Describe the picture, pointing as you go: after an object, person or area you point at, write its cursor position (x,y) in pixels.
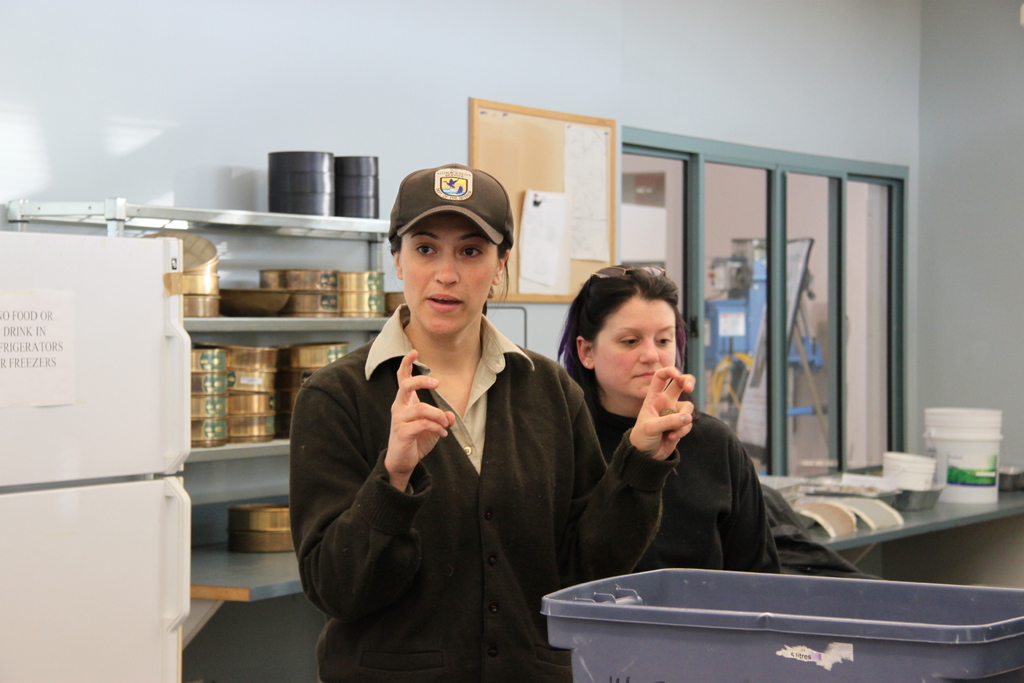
In the foreground of this image (451,463), there are two women (553,457) standing in front of a basket (697,652). Behind them, there is a refrigerator (124,349), few objects (315,307) and bowl like structures (269,391) in the rack (225,322), a glass window (786,300), bucket (953,486) and few objects (885,511) on the table (931,512) and a board (539,134) on the wall (407,57).
